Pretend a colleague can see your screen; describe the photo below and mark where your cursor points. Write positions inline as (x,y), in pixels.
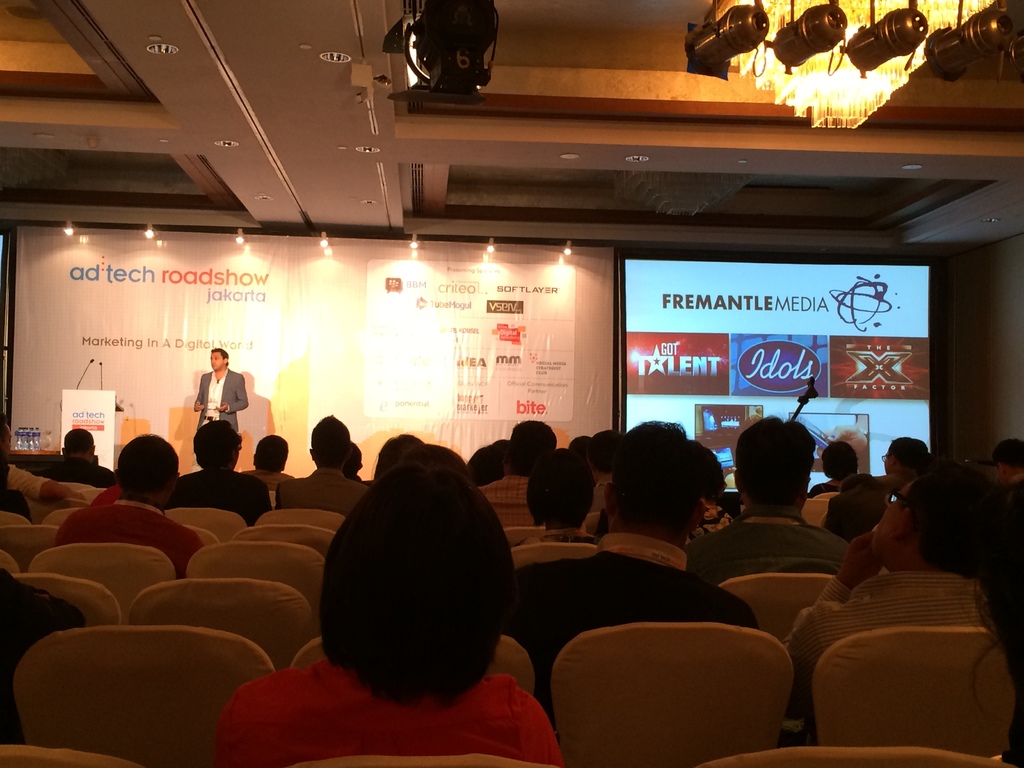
In this image there are group of persons (462,537) sitting on the chairs (156,557) at the middle of the image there is a person (208,406) standing on the stage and at the left side of the image (72,420) there are microphones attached to the wooden block (87,414) and at the top of the image (760,75) there are lights (862,64).
